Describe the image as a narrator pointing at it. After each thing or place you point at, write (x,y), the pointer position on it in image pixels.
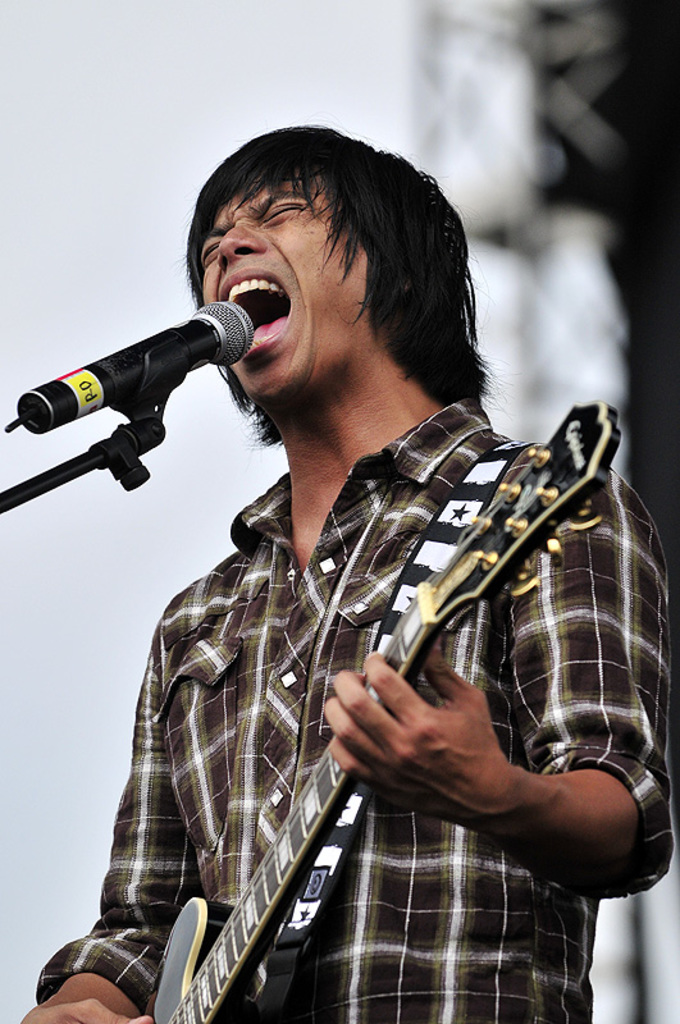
In this picture we can see man (325,673) holding guitar (405,645) in his hand (412,704) and playing it and singing on a mic (219,354).
